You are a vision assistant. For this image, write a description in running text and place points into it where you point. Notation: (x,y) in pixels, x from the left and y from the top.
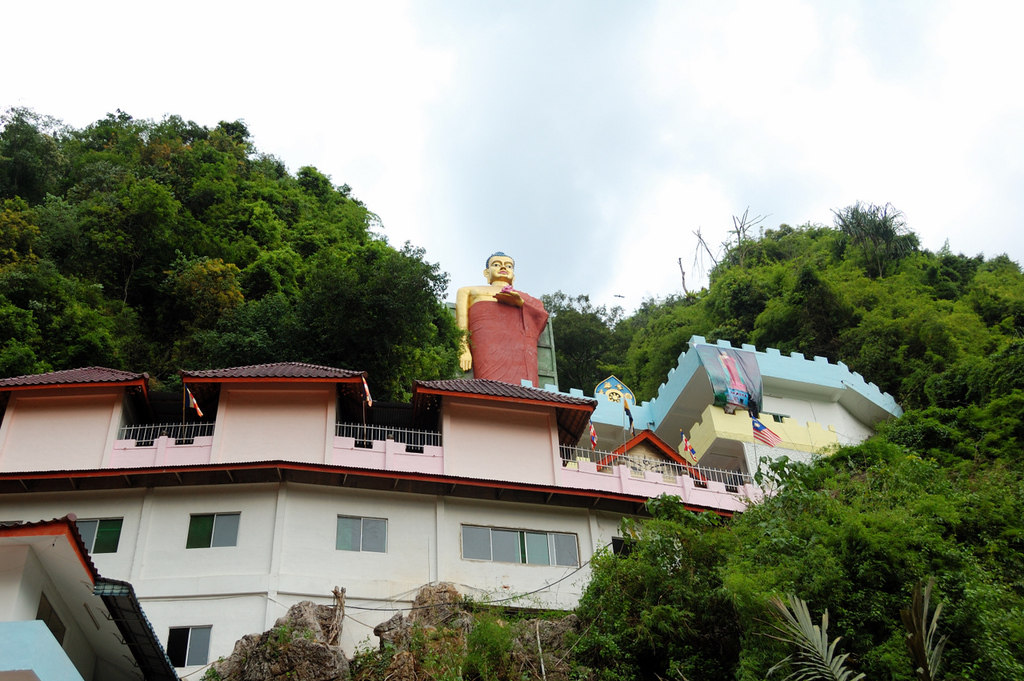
In this image there is a building (522,450) with sculpture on top beside that there are so many trees (720,677).
